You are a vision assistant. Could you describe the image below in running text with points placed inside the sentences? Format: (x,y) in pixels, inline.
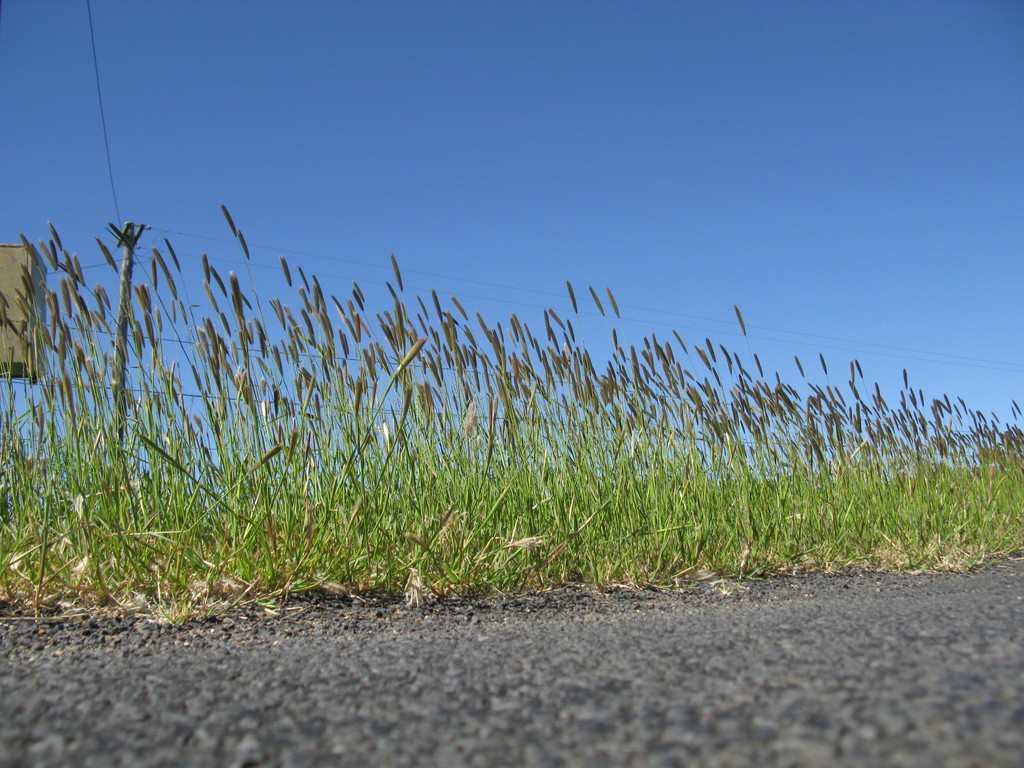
In this picture we can see the road (419,662), plants (402,535) and in the background (3,254) we can see an object (16,355) and the sky (572,111).
